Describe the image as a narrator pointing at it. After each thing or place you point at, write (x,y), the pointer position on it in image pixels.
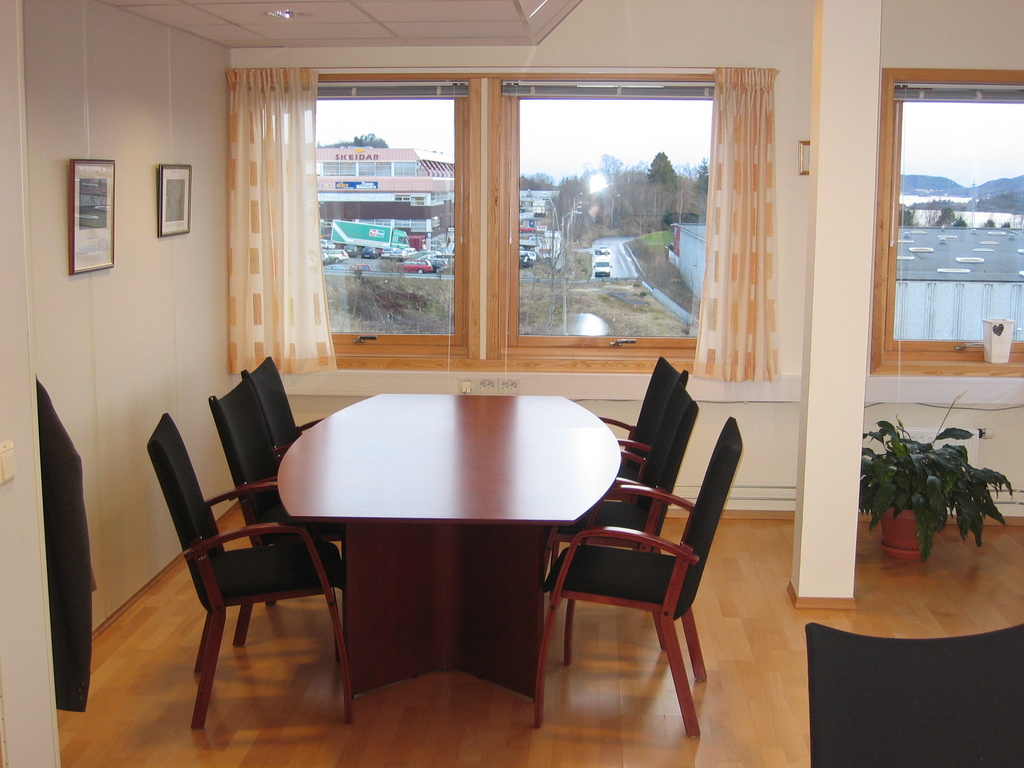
This picture consists of inside view of a room (722,344), in the room (259,424) I can see table (405,449), around the table (570,464) I can see chairs (254,522) and beam (822,380) and I can see a flower pot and plant (974,490) visible on the right side (976,507), on the left side (98,307) I can see the wall (121,297) and photo frames (183,199) attached to the wall (133,314), in the middle (447,288) I can see the window (357,233) and curtain (307,243) hanging through window (645,262) I can see a road (630,264), street light pole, buildings (337,205), vehicles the sky (661,138) visible.
